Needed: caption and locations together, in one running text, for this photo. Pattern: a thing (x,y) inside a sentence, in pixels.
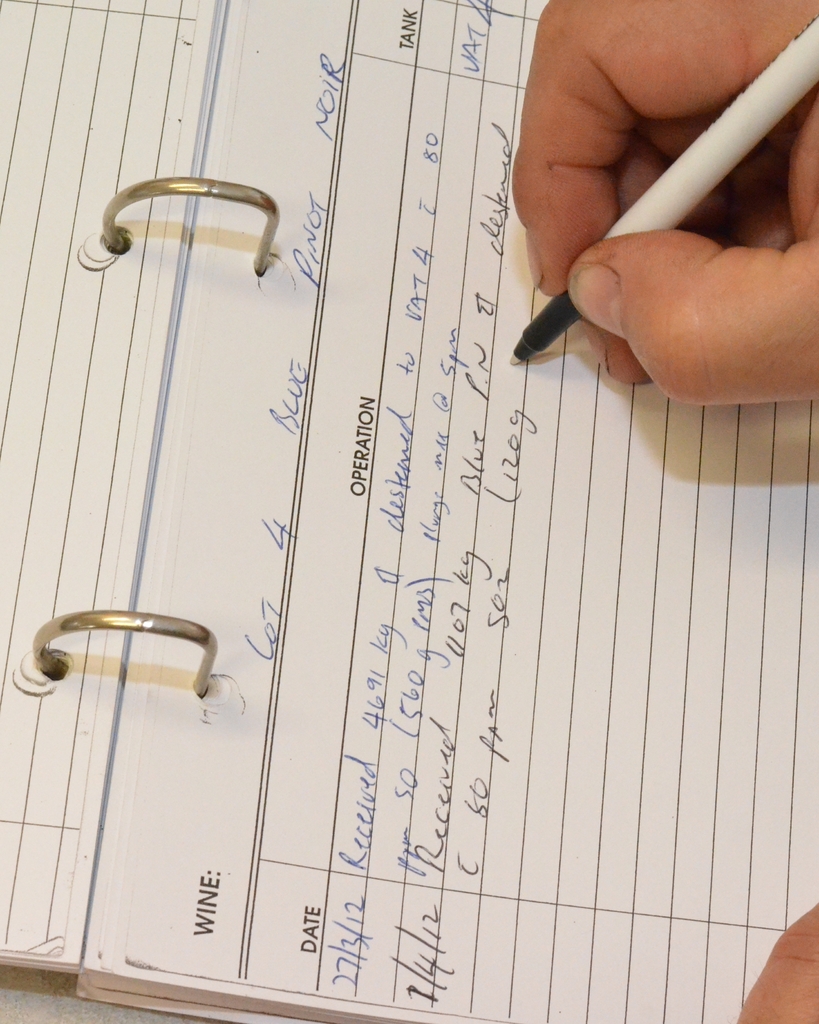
In this image, we can see a notepad (446,645) and there is a person's hand (613,359) holding a pen (621,221).
